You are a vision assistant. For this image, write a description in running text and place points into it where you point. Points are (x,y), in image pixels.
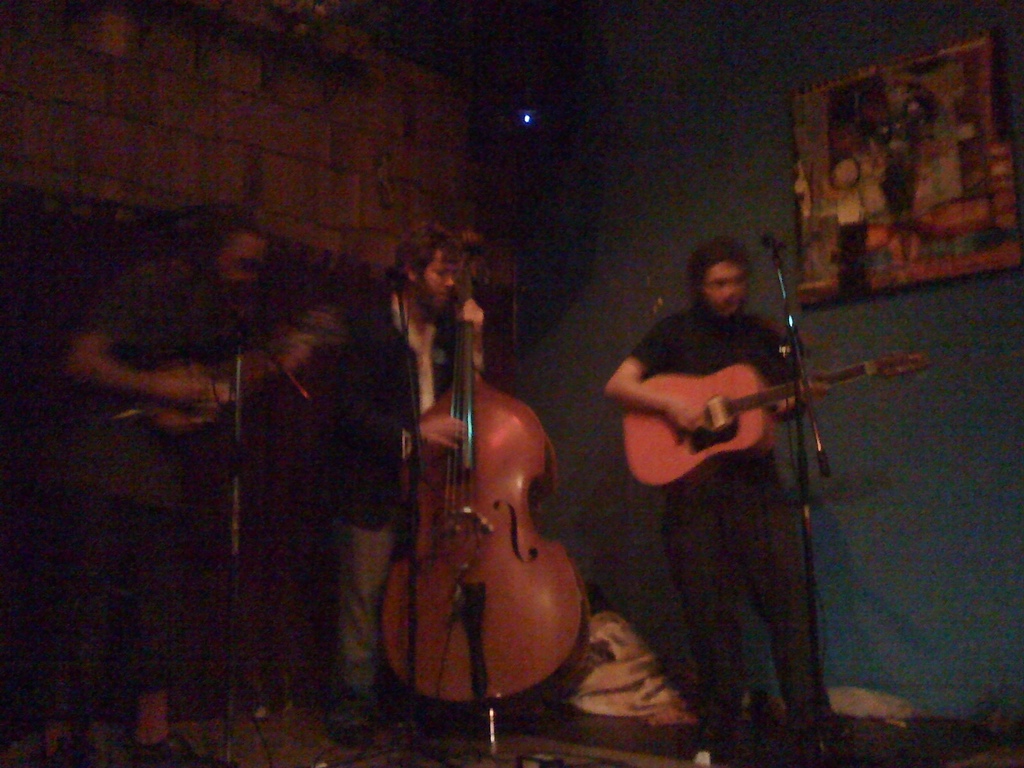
There is a room (577,494). There are standing in a room (634,490). On the right side (703,401) we have a person (693,418) he's wearing a black shirt (725,461) he's holding a guitar (742,403). In the center (441,442) we have a another person (447,425) is holding a double bass (486,571). In the left side (297,339) we have a another person (300,372) is also holding an instrument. we can see in the background (1008,254) there is a photo frame (801,258).
